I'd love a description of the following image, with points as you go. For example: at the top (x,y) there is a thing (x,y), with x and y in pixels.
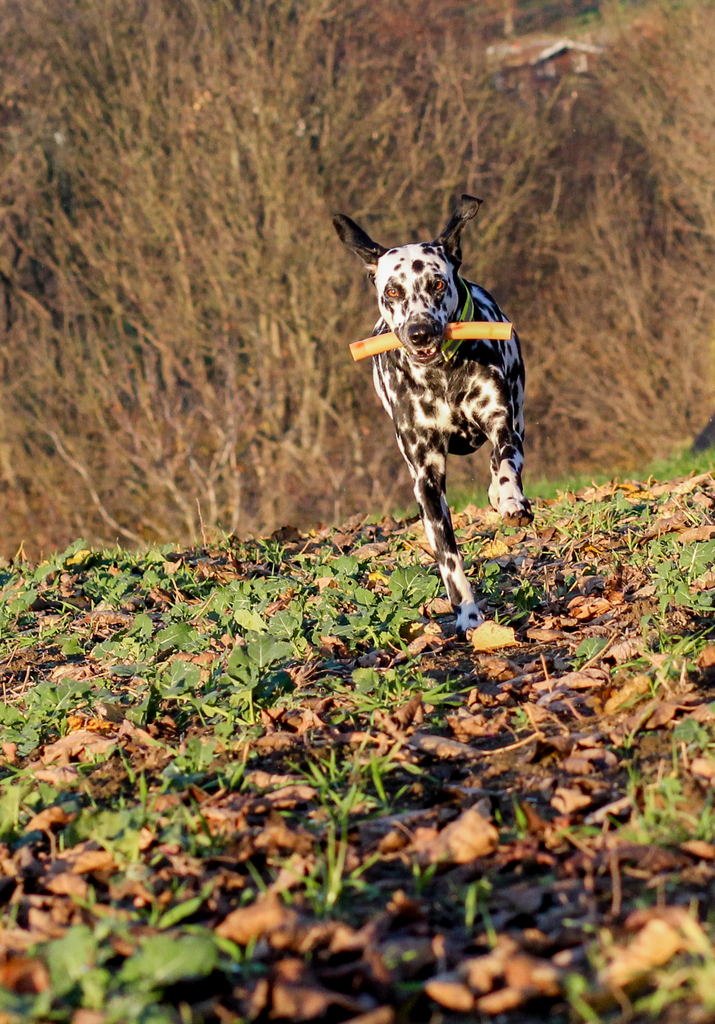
In the image I can see a dog (410,427) which is holding something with the mouth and running on the ground (476,631) on which there are some plants (225,717).
